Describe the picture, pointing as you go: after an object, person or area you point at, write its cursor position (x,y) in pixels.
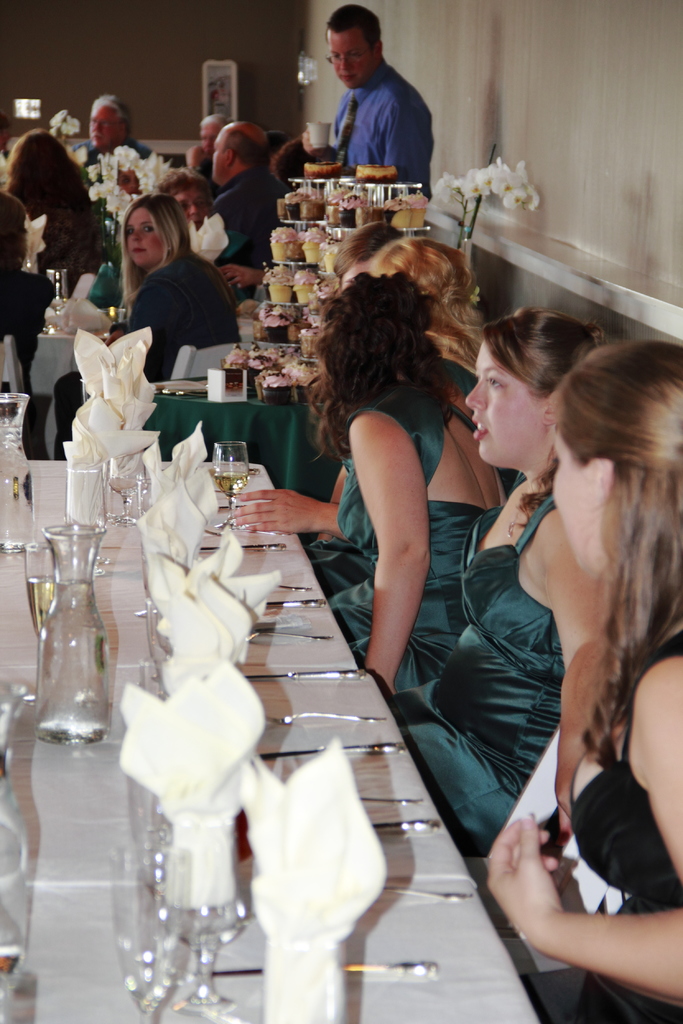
This image is clicked in a restaurant (275,215). There are many people (423,514) sitting on the chair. In front of the picture, we see a table (84,850) on which glass (195,846), jar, spoon (332,718), fork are placed on it. On the right bottom of the picture (520,784), we see women (382,450) wearing green dress (467,705) sat on chair (538,806). Beside them, we see a cupcake stand (290,218) with multiple layers (326,236) and behind them, there is a wall (512,87) which is white in color and on background (226,114), we see photo frame (212,63) which is placed on the wall (239,103).
